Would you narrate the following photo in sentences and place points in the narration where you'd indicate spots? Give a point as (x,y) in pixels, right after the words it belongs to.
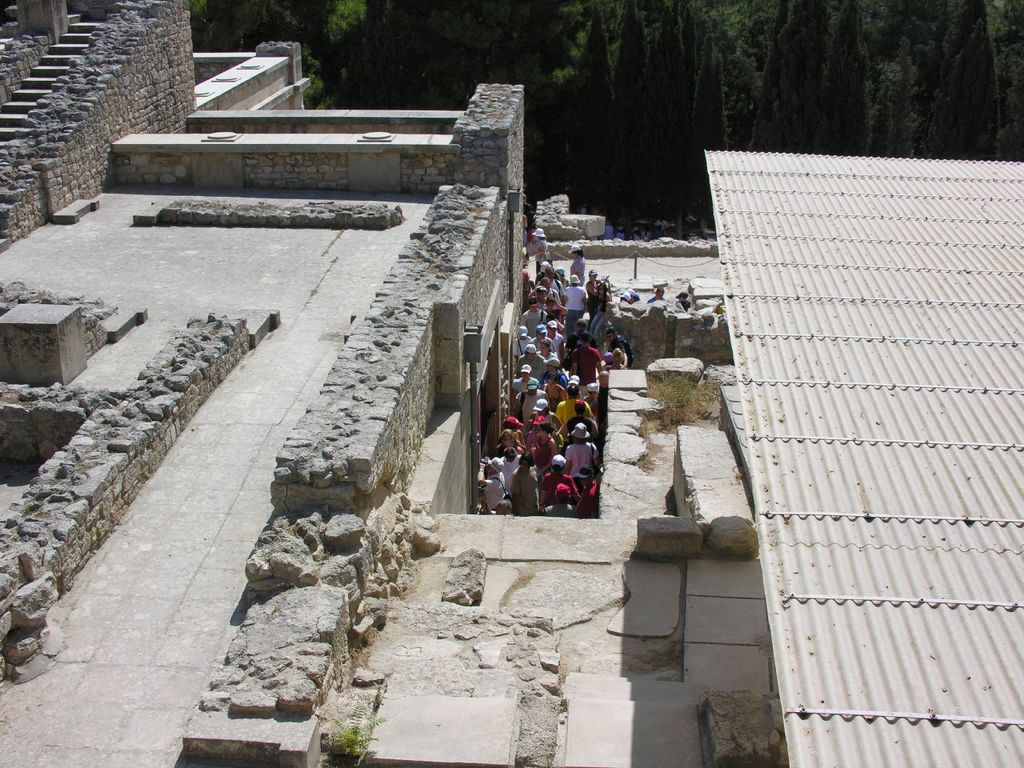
In this image we can see a structure (425,518) which looks like a building (382,386), there are few people (559,424) in the building (589,248), on the right side (892,326) there is a shed (853,332) and in the background (553,54) there are few trees (677,63).
